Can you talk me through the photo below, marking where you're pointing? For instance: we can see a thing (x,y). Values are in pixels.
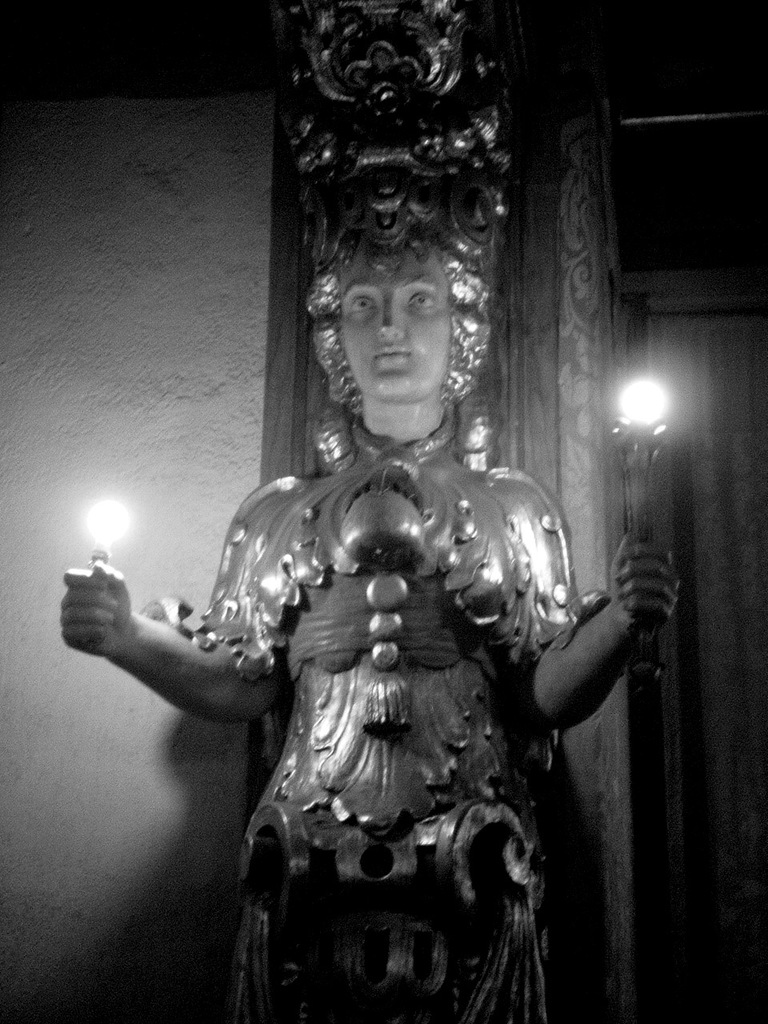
This image consists of an idol (351,733) of a woman (173,599). And we can see two lamps (649,531). In the background (36,356), there is a wall (215,427).
